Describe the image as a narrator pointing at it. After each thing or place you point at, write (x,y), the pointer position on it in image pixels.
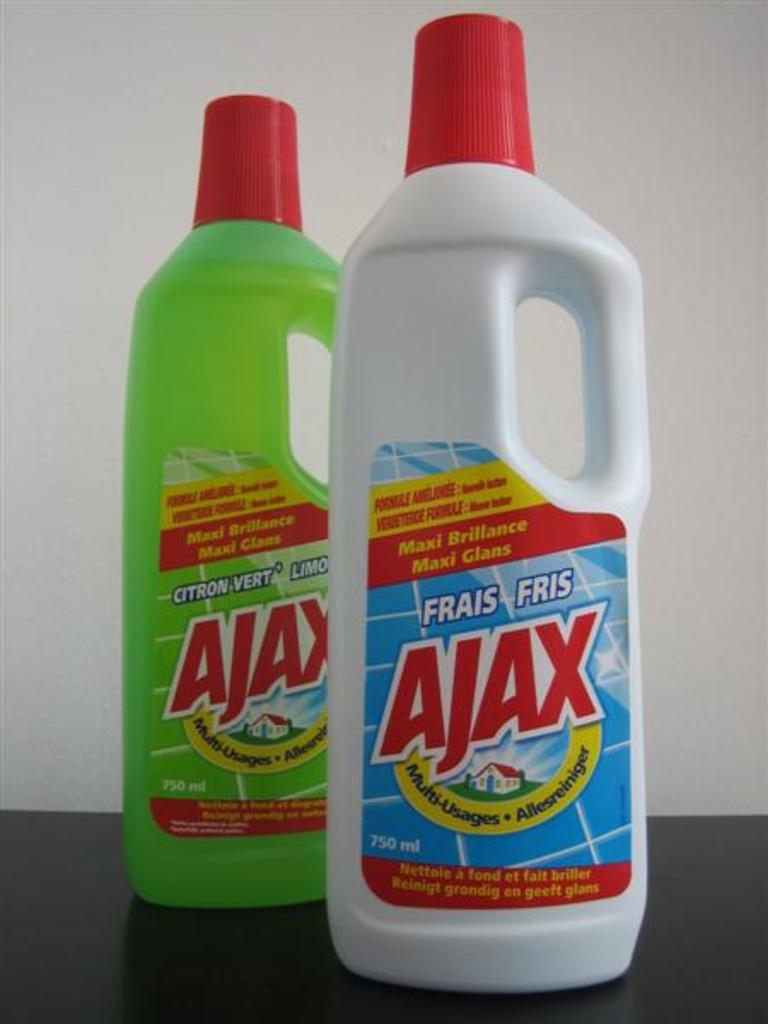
There are two bottles (266,639). Which are in green and white color. On the background (696,282) there is a wall (723,643).
